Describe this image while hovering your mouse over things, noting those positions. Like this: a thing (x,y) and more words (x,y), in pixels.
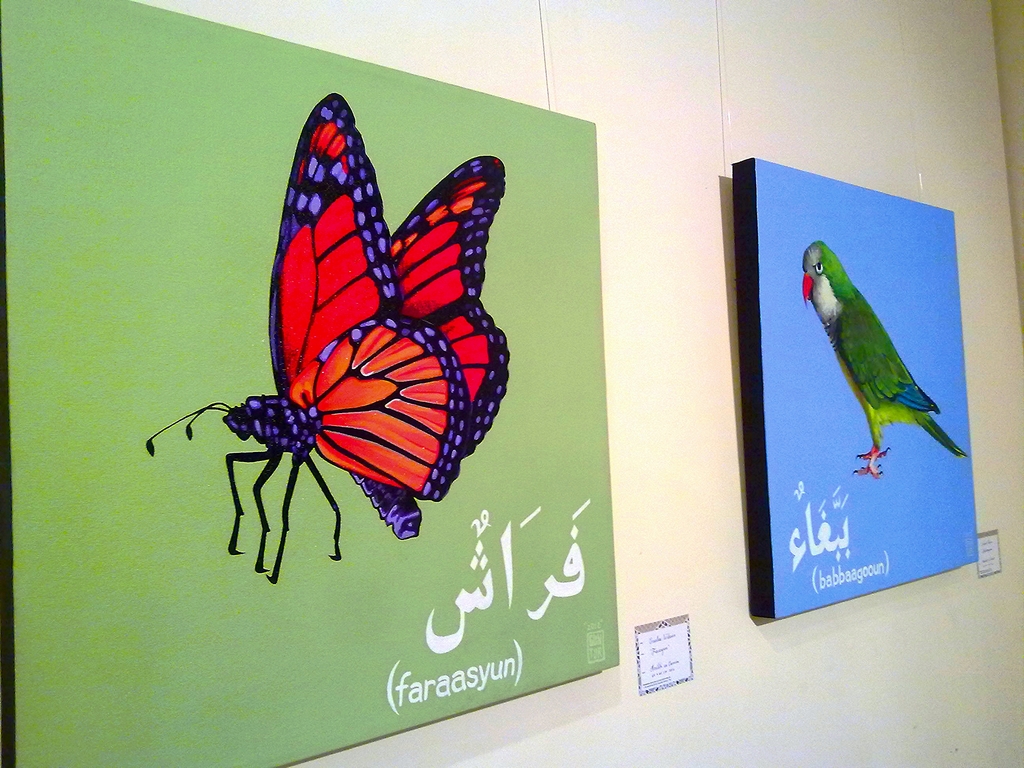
In this image we can see photo frames (589,179) on the wall (903,645). On the photo frames (746,416) we can see butterfly (355,367), parrot (828,334) and text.
